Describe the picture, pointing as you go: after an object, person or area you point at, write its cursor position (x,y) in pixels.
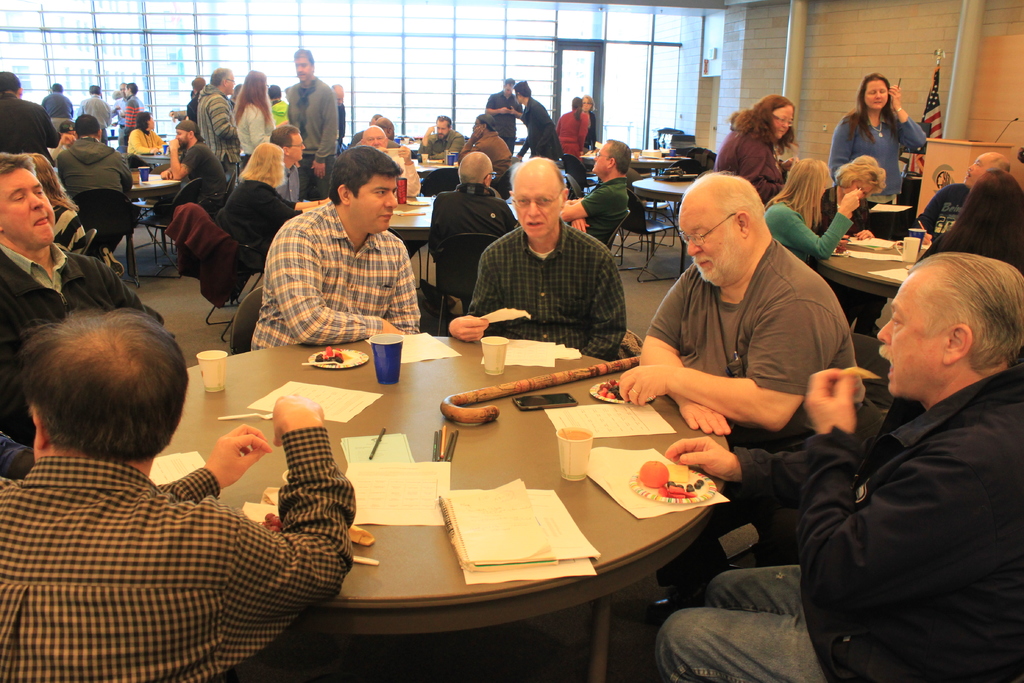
This is a picture taken in a room (502,236), there are a group of people (66,512) some are sitting on chairs (222,273) and some are standing on the floor (177,312) in front of these people (715,209) there is a tables (582,394) on the table (227,398) there are cups (223,365), plates (365,357), paper (402,472), pencil (443,436), mobile (545,400), stick (551,382), bottle (403,183) and some food items (677,476). Behind the people (395,258) there are glass doors (103,65), wall (922,75), flag (931,122) and podium (937,154).
